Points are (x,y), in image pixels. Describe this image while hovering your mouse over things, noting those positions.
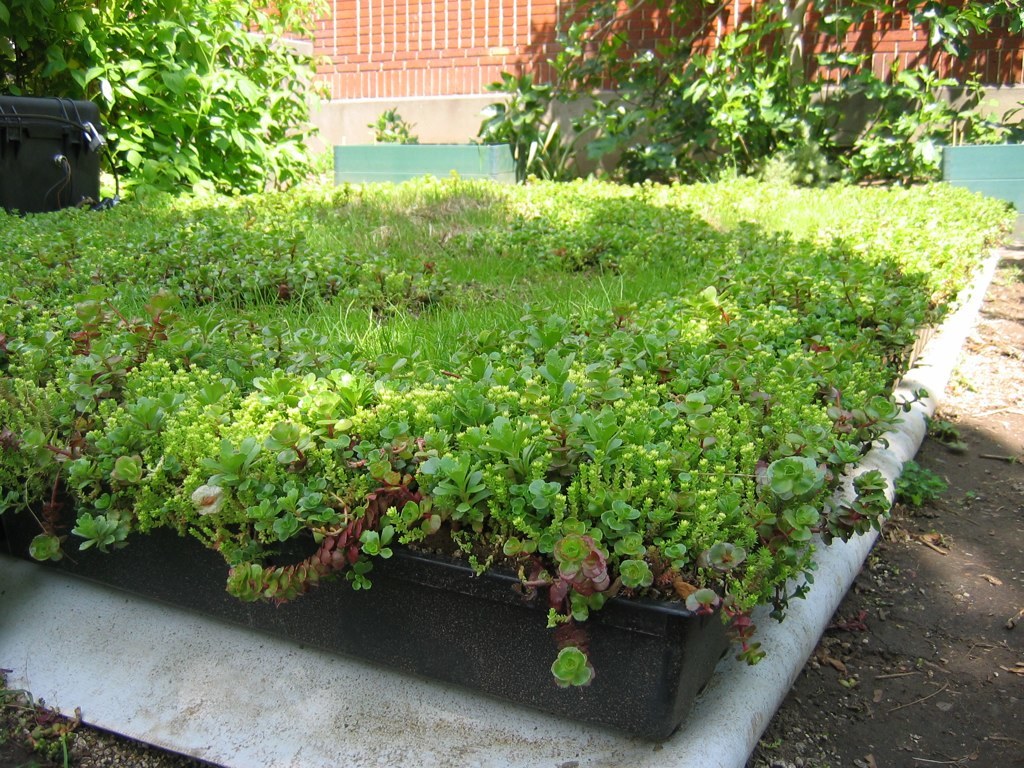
In this image we can see a group of plants (549,333) in a container (516,614). On the backside (501,171) we can see a box (64,194), some plants (197,182) and a wall (448,135).
